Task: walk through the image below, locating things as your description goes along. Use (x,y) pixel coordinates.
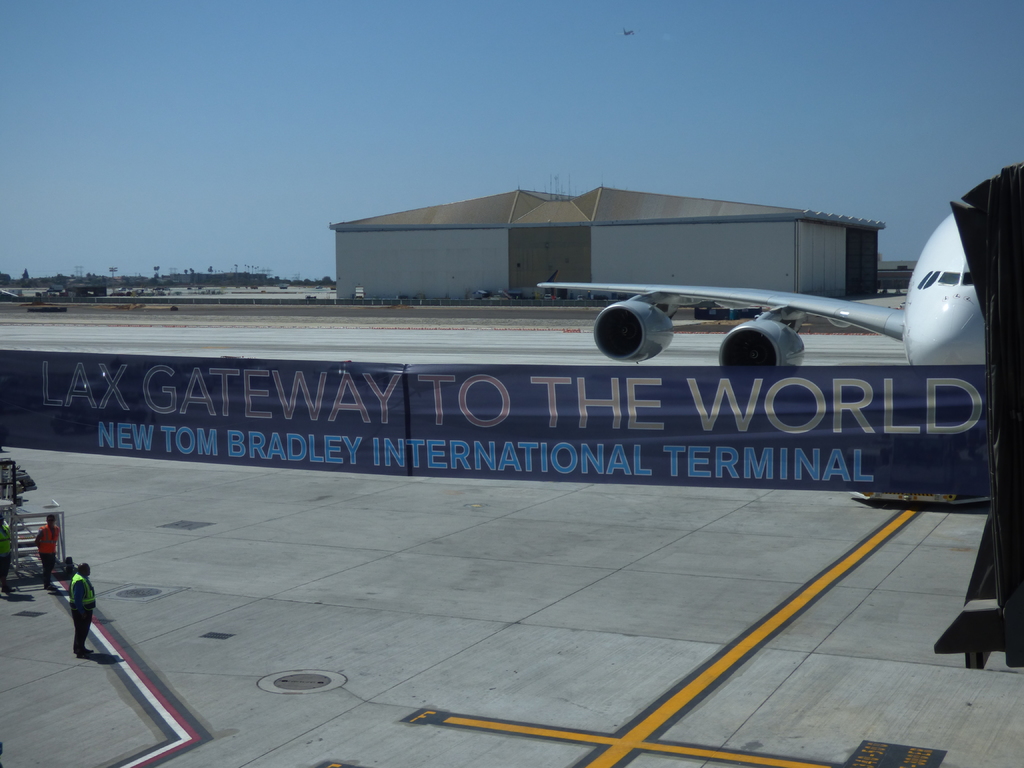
In this image there is banner (503,413) in the center (485,408) with some text (391,397) written on it. On the right side (944,332) behind the banner (933,393) there is an airplane (864,316). In the background (590,271) there is a building (551,246) and on the left side (39,546) the person (7,540) standing.
